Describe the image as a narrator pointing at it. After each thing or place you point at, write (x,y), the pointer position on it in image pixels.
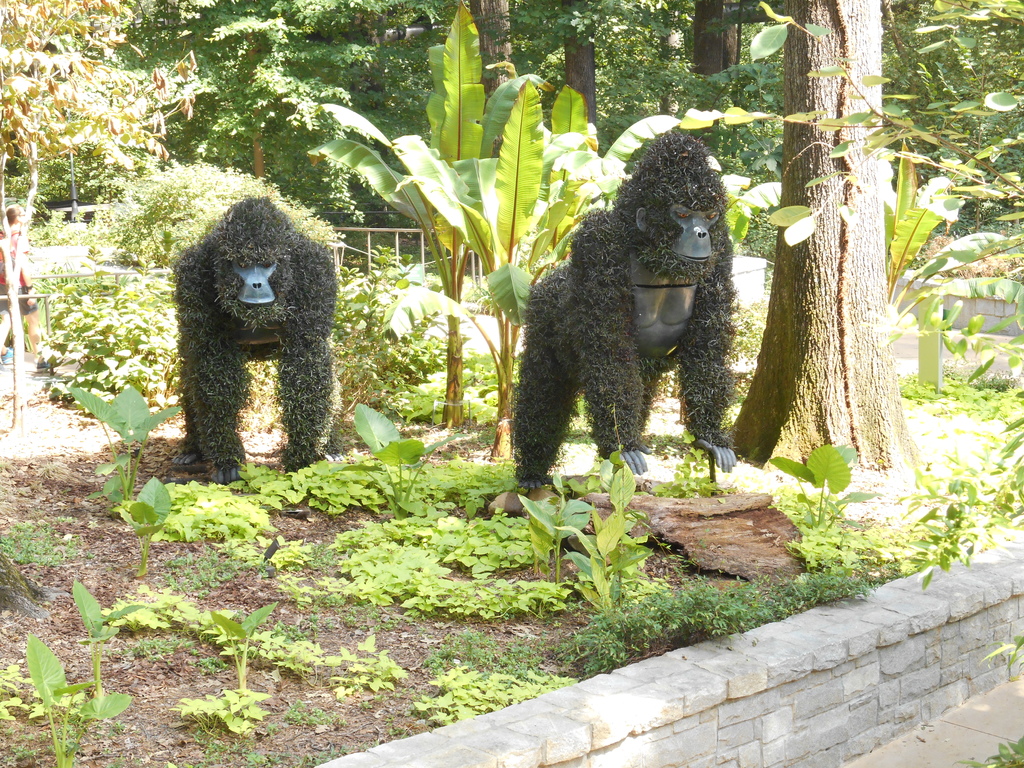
In this image we can see two gorilla sculptures (295,396), plants (379,377), trees (801,272), and the wall (722,692).
